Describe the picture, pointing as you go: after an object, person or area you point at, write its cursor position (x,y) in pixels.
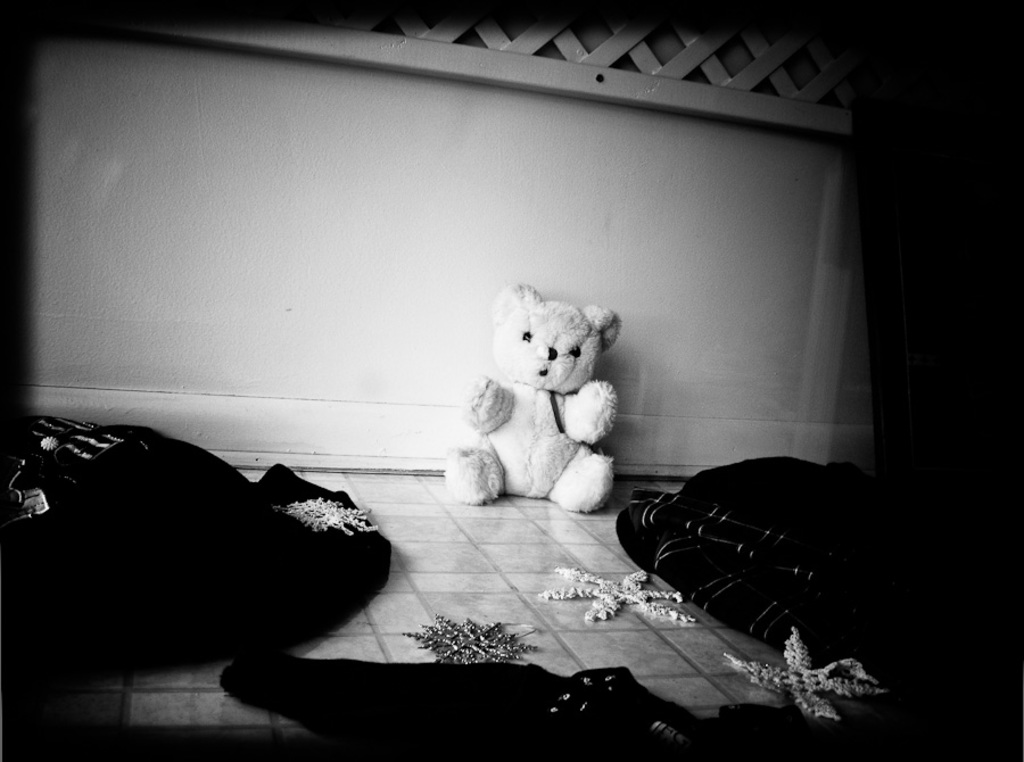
In this picture we can see a teddy bear (539,452) here, at the bottom (735,518) there are some clothes (318,547), we can see a wall (424,211) in the background (409,219).
